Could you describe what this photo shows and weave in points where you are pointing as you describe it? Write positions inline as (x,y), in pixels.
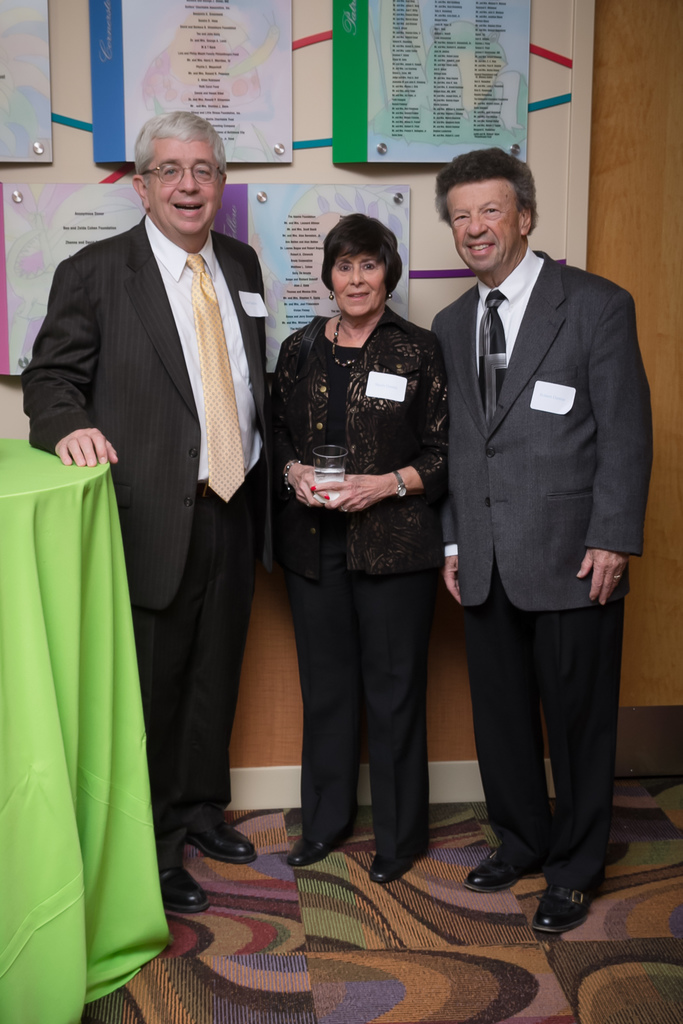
In the foreground of this image (352,487), there are two men (518,578) and a woman (395,853) standing on the floor (231,966) beside a table (69,628) on which there is a green cloth (69,555). In the background (317,107), there are few boards (308,209) on the wall (535,165).
